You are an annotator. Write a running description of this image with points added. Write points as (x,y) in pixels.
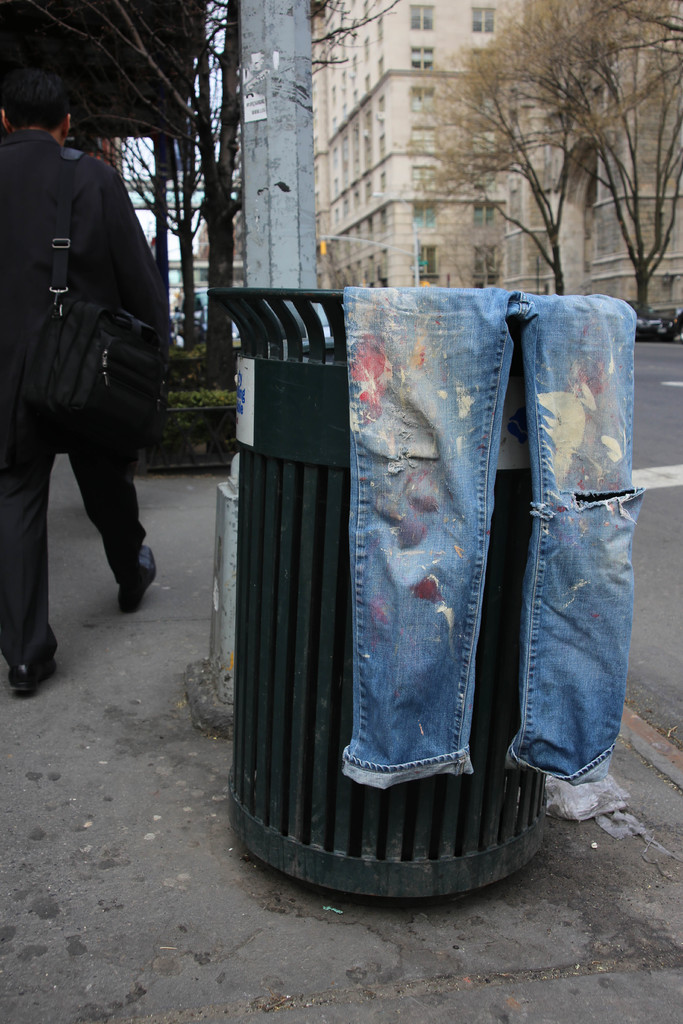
There is a torn jeans (408,780) on a trash bin (266,421). A man (44,454) is walking at the left (37,161) wearing suit (42,204) and a bag (72,372). There are trees (212,337), pole (253,194) and buildings (677,178) at the back (363,112).
